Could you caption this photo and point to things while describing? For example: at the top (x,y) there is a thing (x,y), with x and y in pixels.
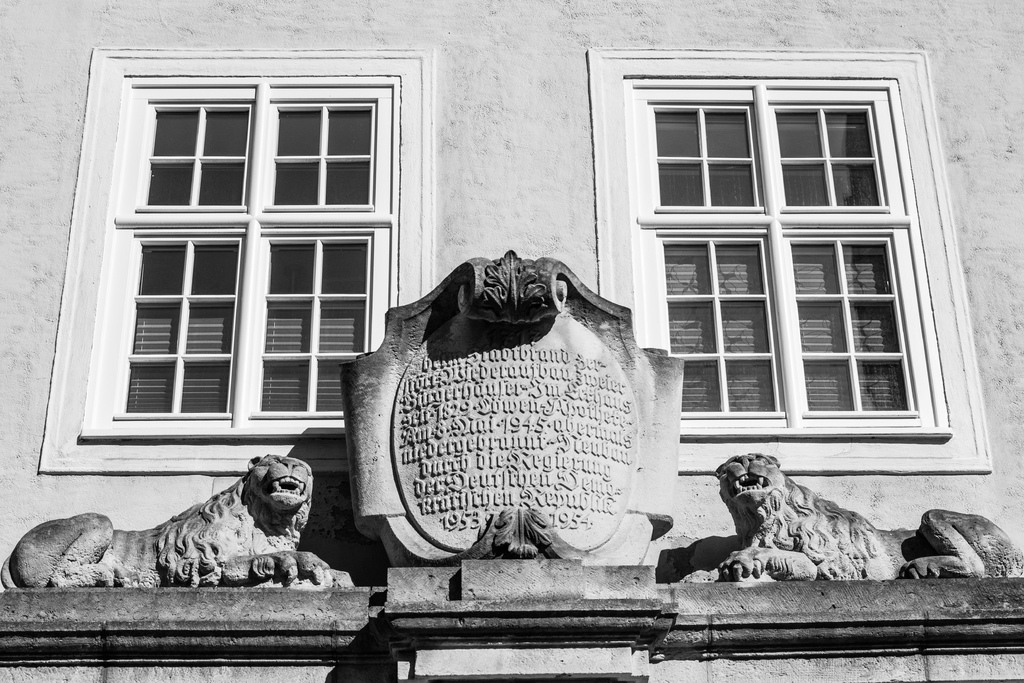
In this image in the front (305,529) there are statues (220,533) of the animal (806,513) and there is a memorial stone (516,450) in which some text (502,464) is written on it. In the background (804,275) there are windows (823,263) and there is a wall (516,110).
